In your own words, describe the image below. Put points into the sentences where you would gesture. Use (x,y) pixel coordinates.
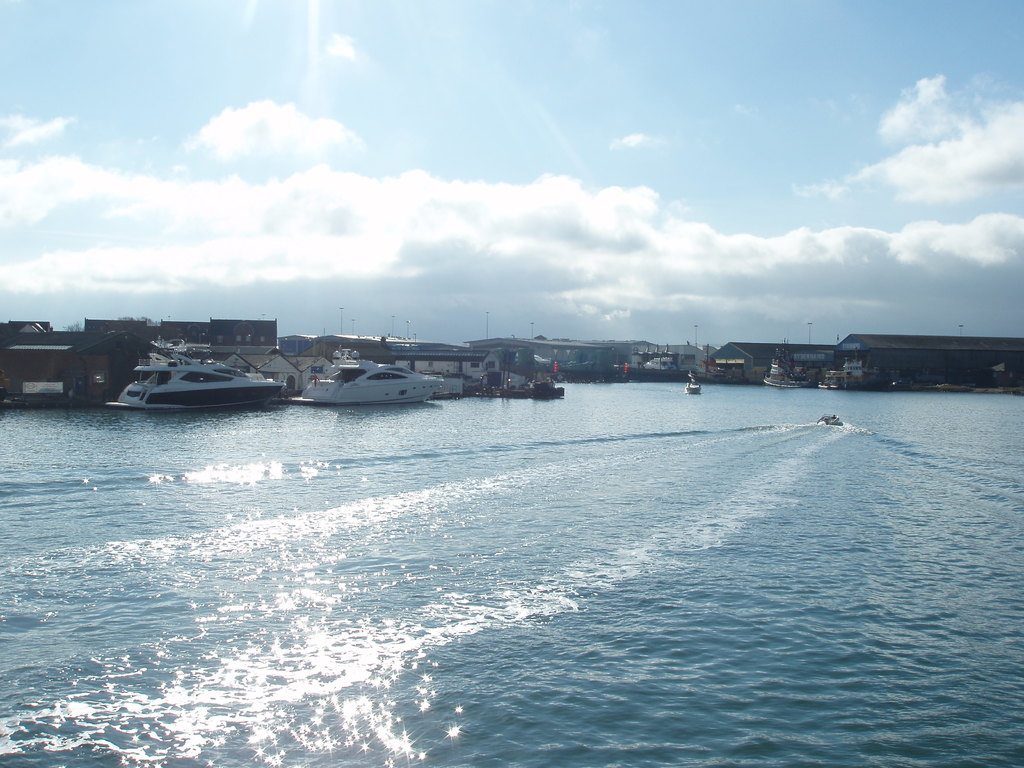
In the image there is water (349,525). On the water (225,413) there are ships (182,393) and boats (773,369). In the background (316,355) there are buildings (950,341) with walls (140,351) and roofs (338,337). And also there are poles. At the top of the image (720,47) there is a sky (721,169) with clouds (233,179).
